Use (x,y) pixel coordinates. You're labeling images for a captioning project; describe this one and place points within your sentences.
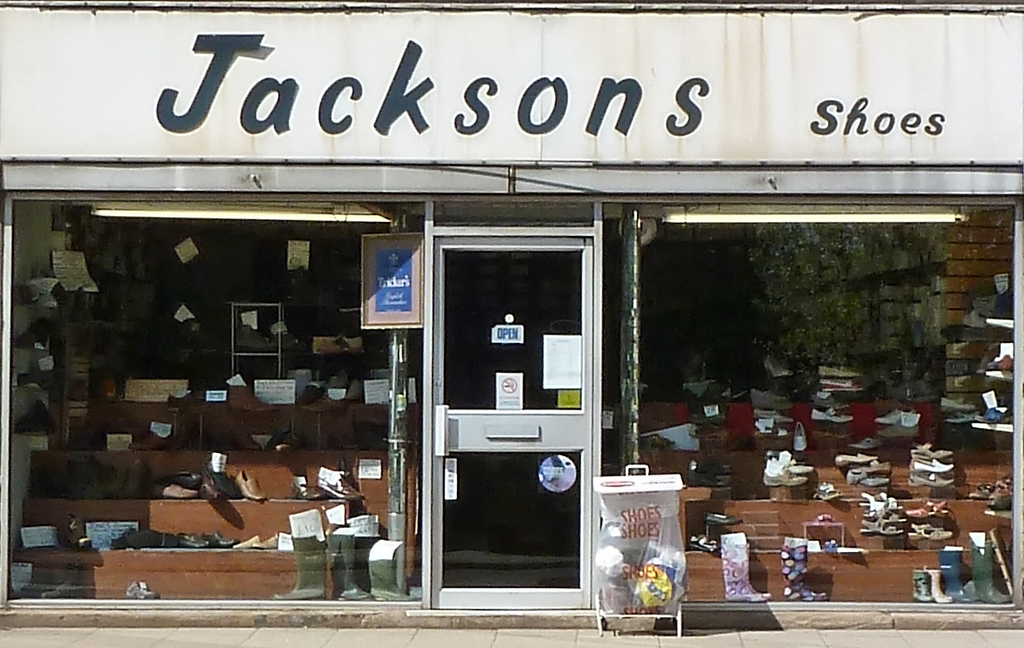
This image consists of a shop (454,307) in which there are many shoes (247,349). In the middle (581,282), there is a door (483,404). At the bottom (433,636), there is a floor (285,637). At the top (508,45), there is a board (360,133).
